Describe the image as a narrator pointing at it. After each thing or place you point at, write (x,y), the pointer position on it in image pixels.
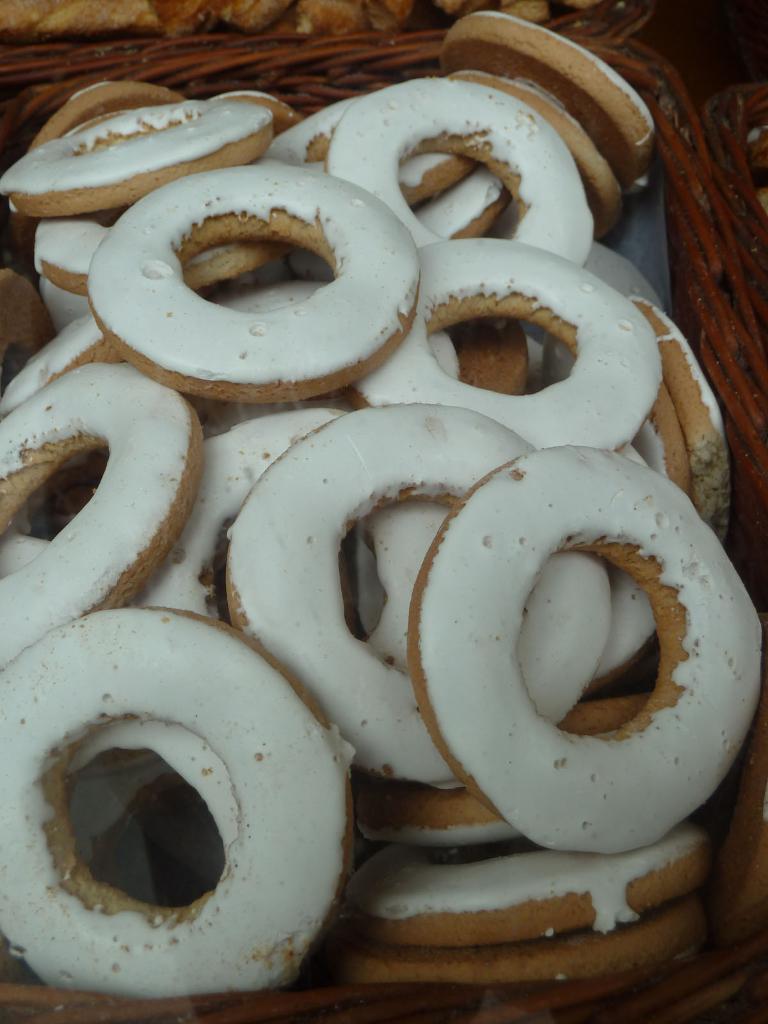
In this image I can see few donuts (481,944), they are in white and cream color, and the donuts (551,951) are in the basket (596,982). The basket (692,999) is in brown color.
